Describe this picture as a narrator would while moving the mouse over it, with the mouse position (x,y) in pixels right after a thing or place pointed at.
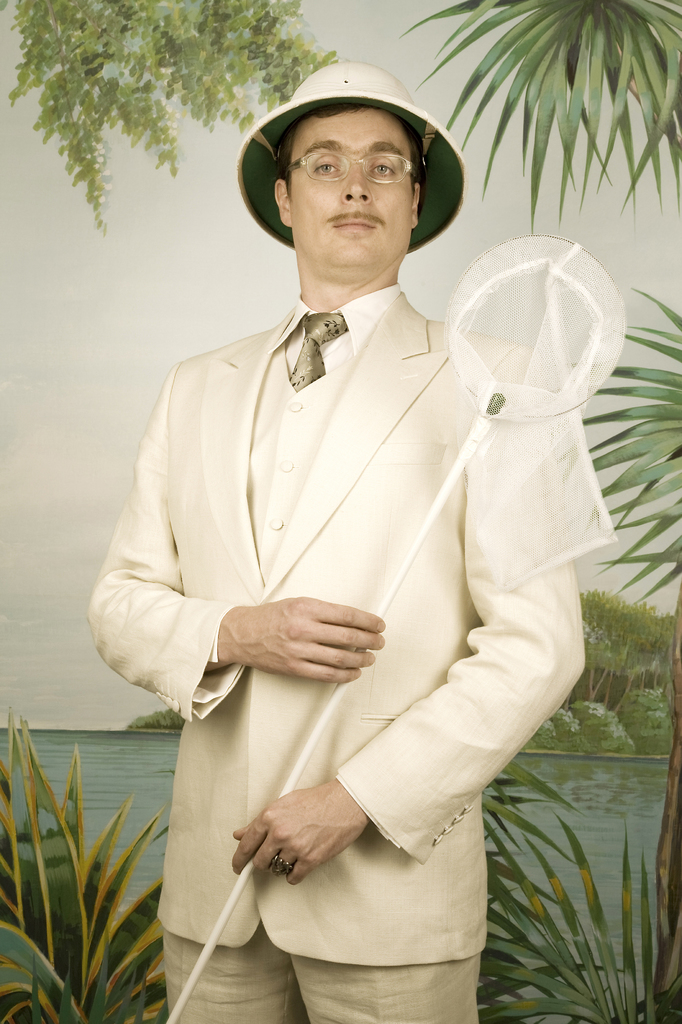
In the background (459,232) we can see the sky (53,237), water (654,812), trees (626,669). In this picture we can see the plants (490,157). We can see a man (435,206) wearing a hat (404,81), spectacles (392,160). He is holding a white object (549,305) in his hands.
